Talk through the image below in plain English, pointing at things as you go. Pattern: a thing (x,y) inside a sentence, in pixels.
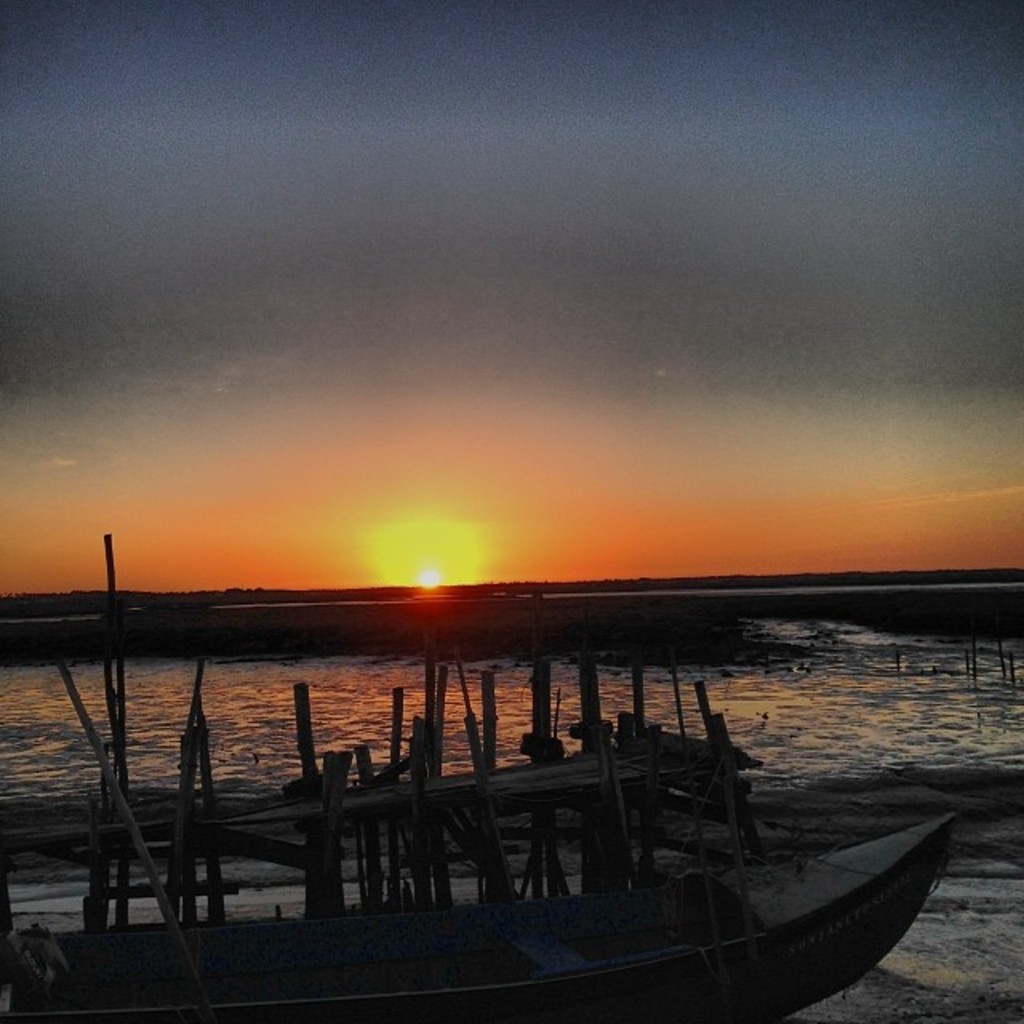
In this picture we can see water (758,679) at the bottom (737,692), there is a boat (523,939) in the front (483,946), we can see the Sun (431,571) and the sky (439,530) in the background (477,276).
